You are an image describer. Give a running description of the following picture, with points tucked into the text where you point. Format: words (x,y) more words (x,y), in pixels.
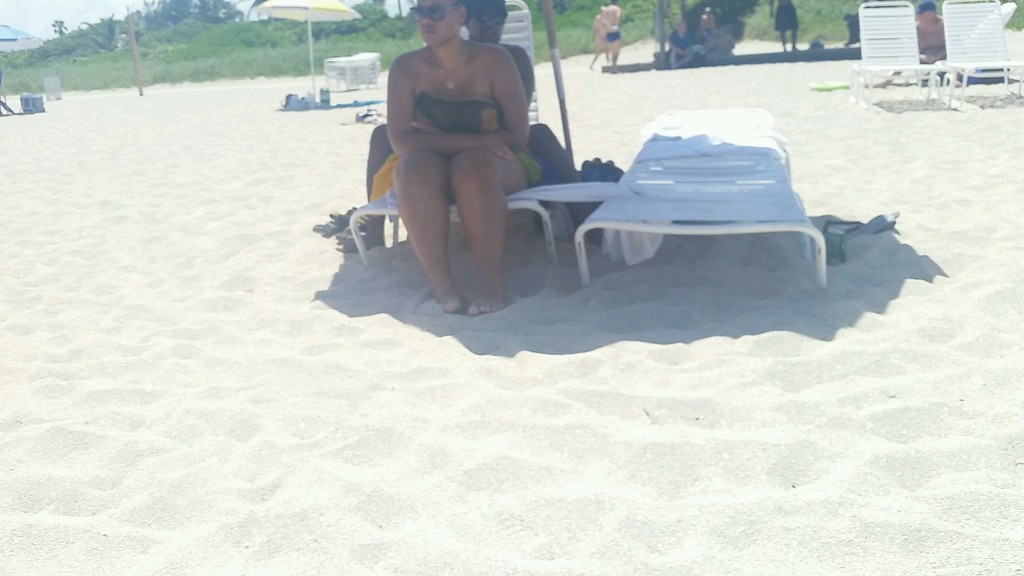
In the picture we can see a beach (684,427) with white sand (722,424) and on it we can see two benches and woman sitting and behind her we can see one man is also sitting and they are under the umbrella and behind them also we can see some people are sitting under the umbrella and some people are standing and some are walking and behind them we can see plants (177,78), trees (82,35) and sky (44,28).
